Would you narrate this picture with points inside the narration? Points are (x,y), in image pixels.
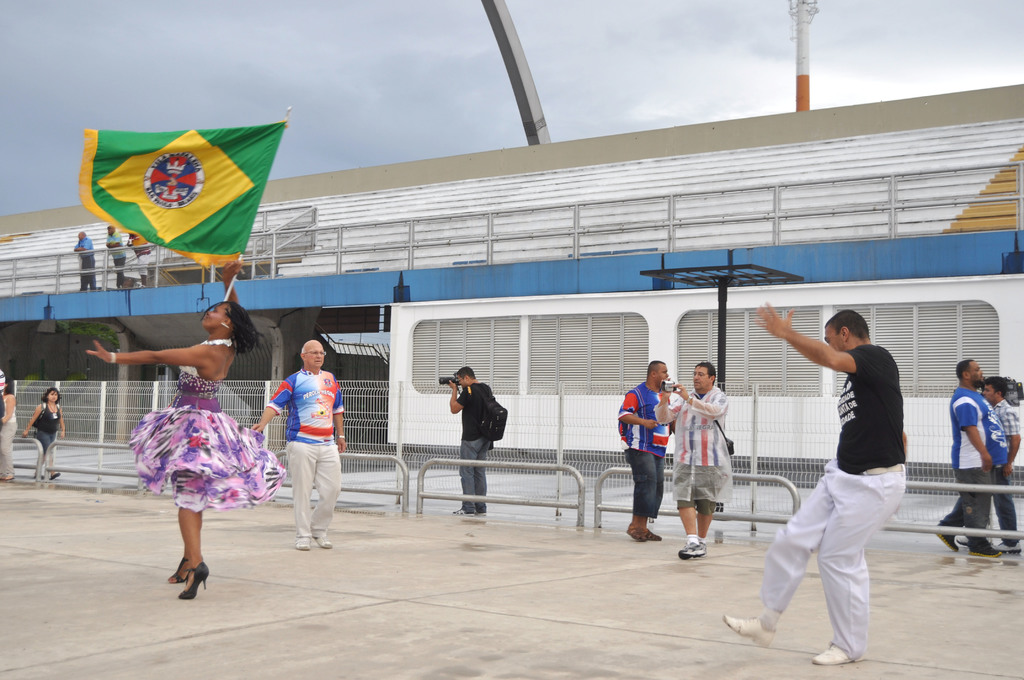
Here we can see few persons (143,467) and she is holding a flag (237,189). In the background (182,327) we can see a fence (605,446), poles (600,474), and a stadium (636,305). This is sky (538,84).
